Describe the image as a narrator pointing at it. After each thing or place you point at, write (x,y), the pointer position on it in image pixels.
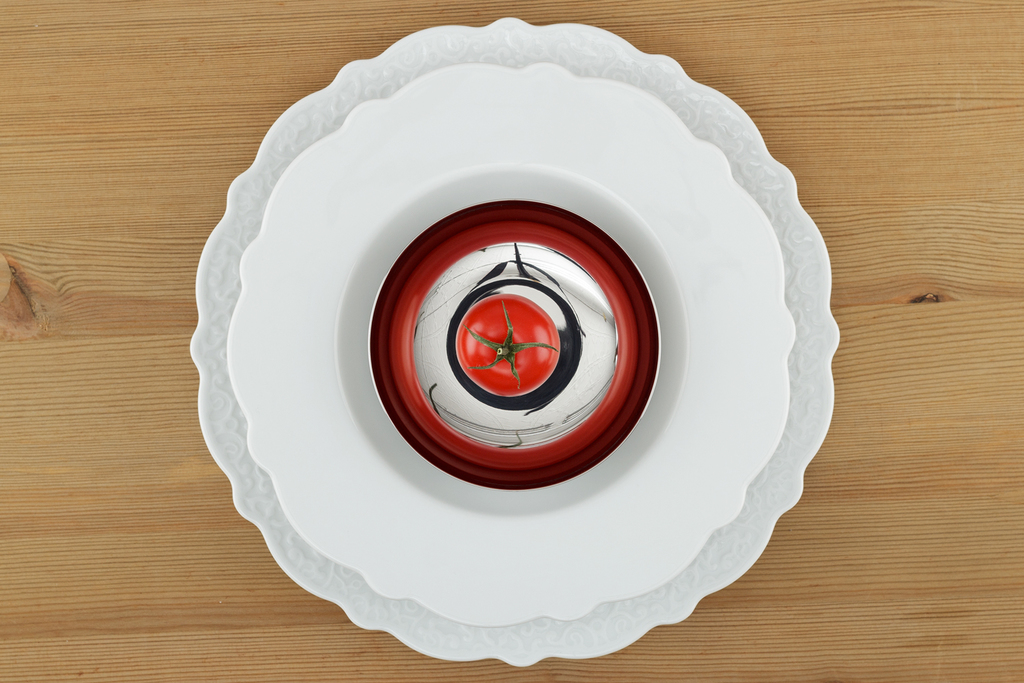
In this image we can see a tomato (484,342) and white color object (697,454) on the wooden surface (853,525).
